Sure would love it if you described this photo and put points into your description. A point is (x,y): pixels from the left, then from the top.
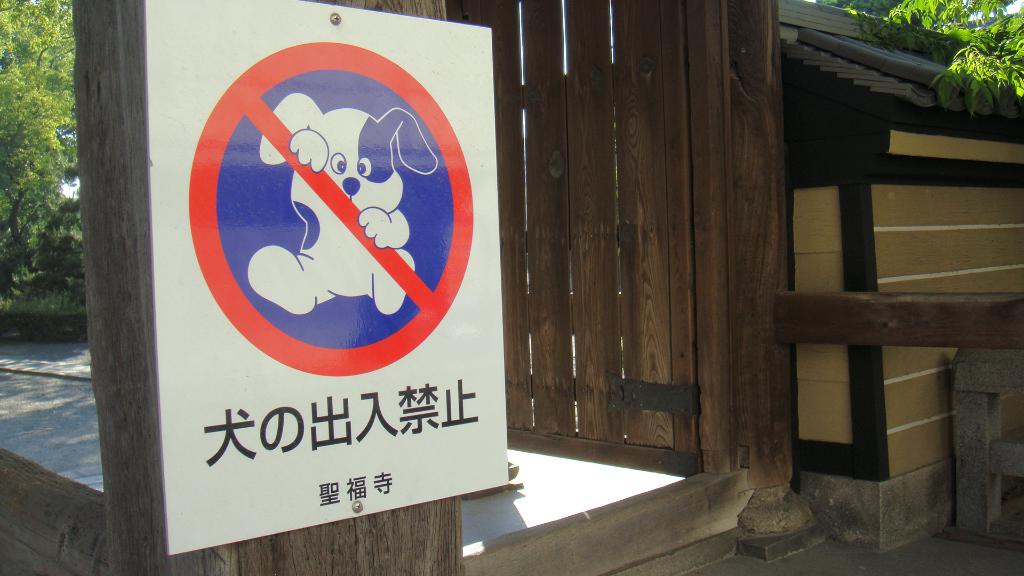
In this picture there is a house (600,276) and there is a board (167,338) on the pole (142,513) and there is a picture (341,252) of a dog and there is text (359,489) on the board (328,397). At the back (36,140) there are trees (59,124). At the bottom (53,419) there is a floor (49,383). At the top (984,16) it looks like sky (1000,11).
